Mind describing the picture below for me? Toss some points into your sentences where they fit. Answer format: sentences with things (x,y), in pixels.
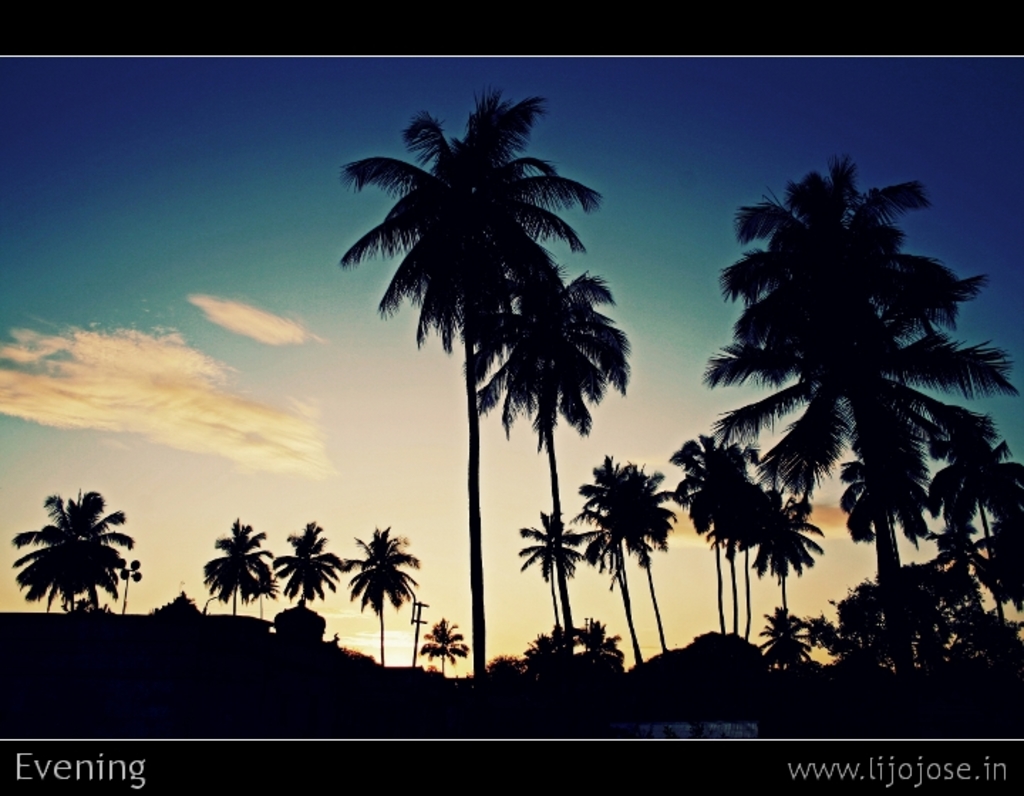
In this picture we can see trees (824,380) mostly and here it is a hut (317,636), pole (420,623) and above the trees (255,594) we have sky (238,272) with clouds (195,376) i think this is a picture taken in evening.
